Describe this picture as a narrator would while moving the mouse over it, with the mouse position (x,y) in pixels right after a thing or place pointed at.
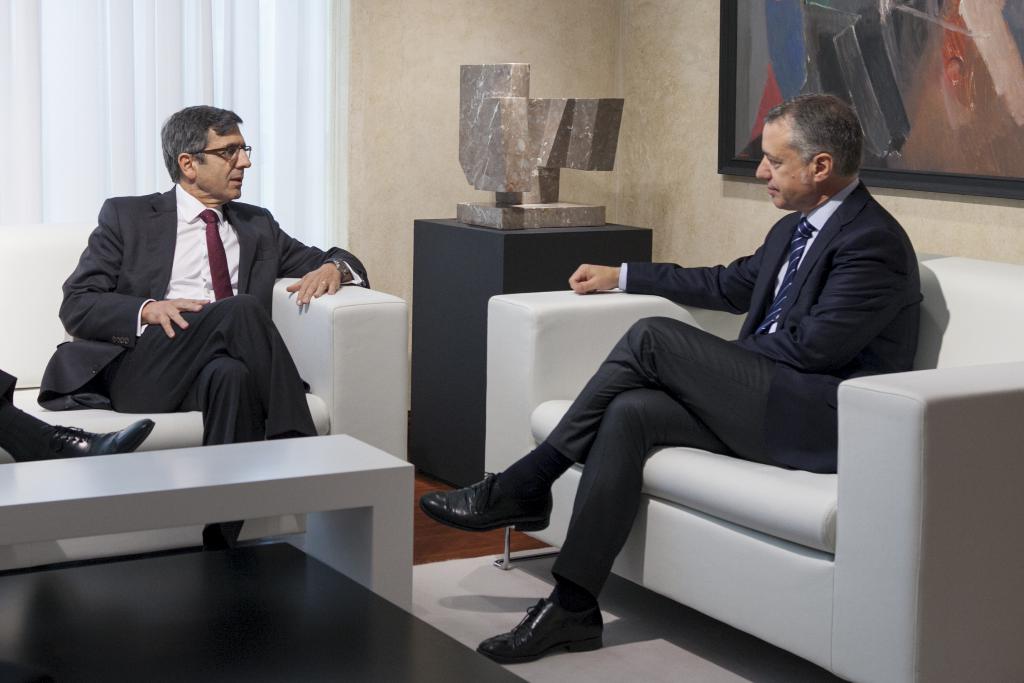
This image is clicked inside a room (601,434). There are two sofas (327,406) and table (180,553). there are two persons (218,333) sitting on 2 sofas (349,353). Both of them are wearing black blazers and black shoes (483,510). there is curtain (259,163) on the left side (105,126) corner and there is wall painting (868,46) on the right side (925,120) corner. Both of them are wearing ties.
